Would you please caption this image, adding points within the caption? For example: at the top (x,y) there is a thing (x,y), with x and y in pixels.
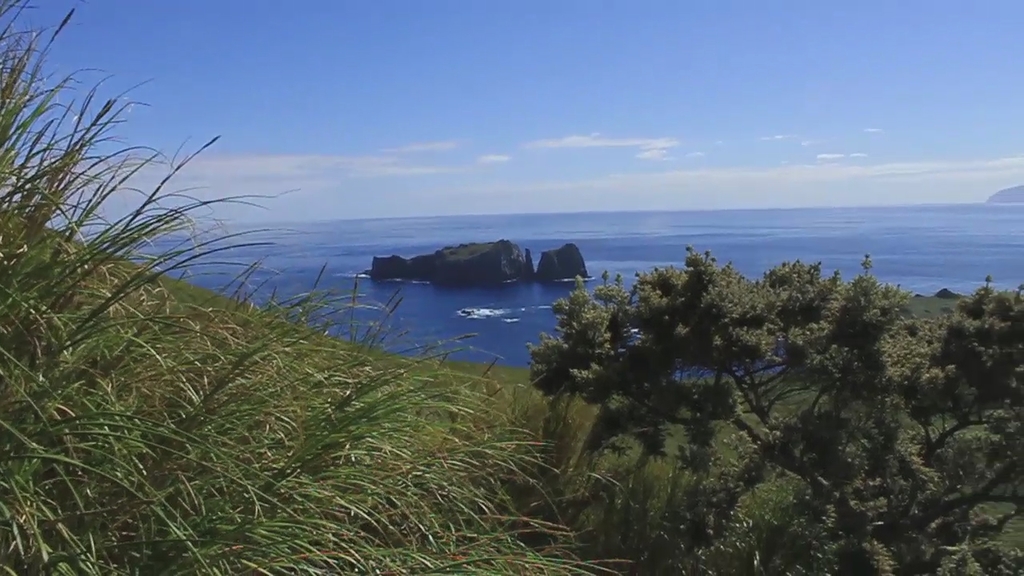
In the image there are plants (161,415), trees (911,552) and grass (218,454) in the front (481,486) and behind there is a hill (460,258) in the middle of the ocean (643,245) and above its sky (503,97) with clouds (662,141).
